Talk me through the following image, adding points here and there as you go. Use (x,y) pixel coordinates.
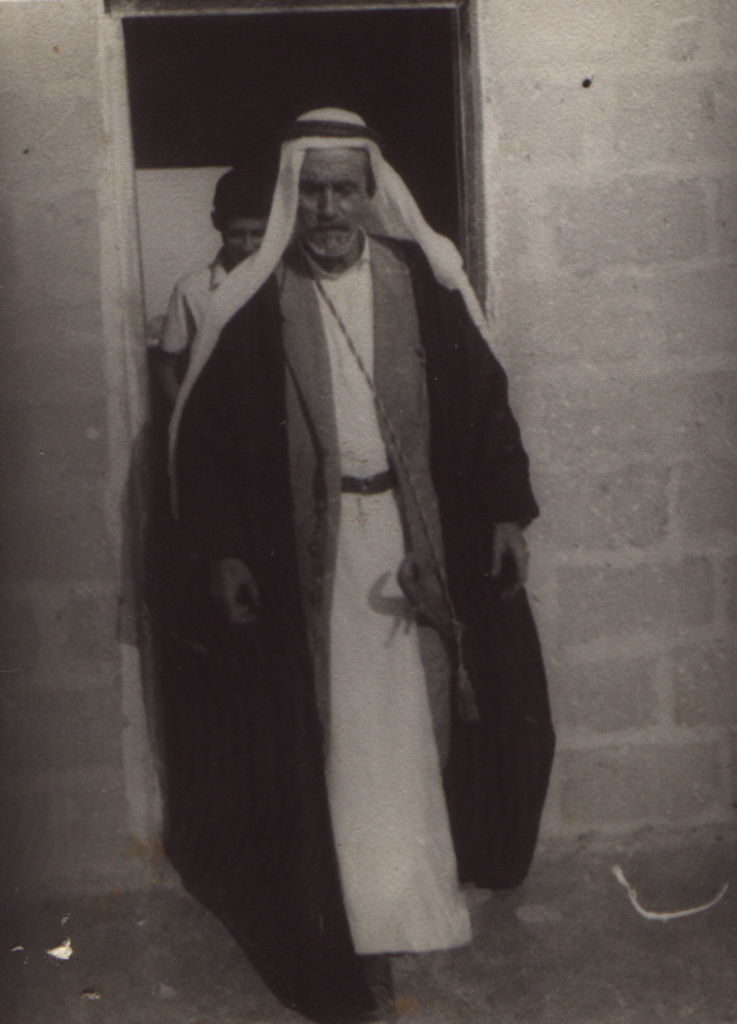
This is a black and white image and here we can see a person (350,393) wearing a coat (314,471) and a kurta (353,605) and a head turban (332,126). In the background (235,197), there is another person (222,199) and we can see a wall (575,405).
